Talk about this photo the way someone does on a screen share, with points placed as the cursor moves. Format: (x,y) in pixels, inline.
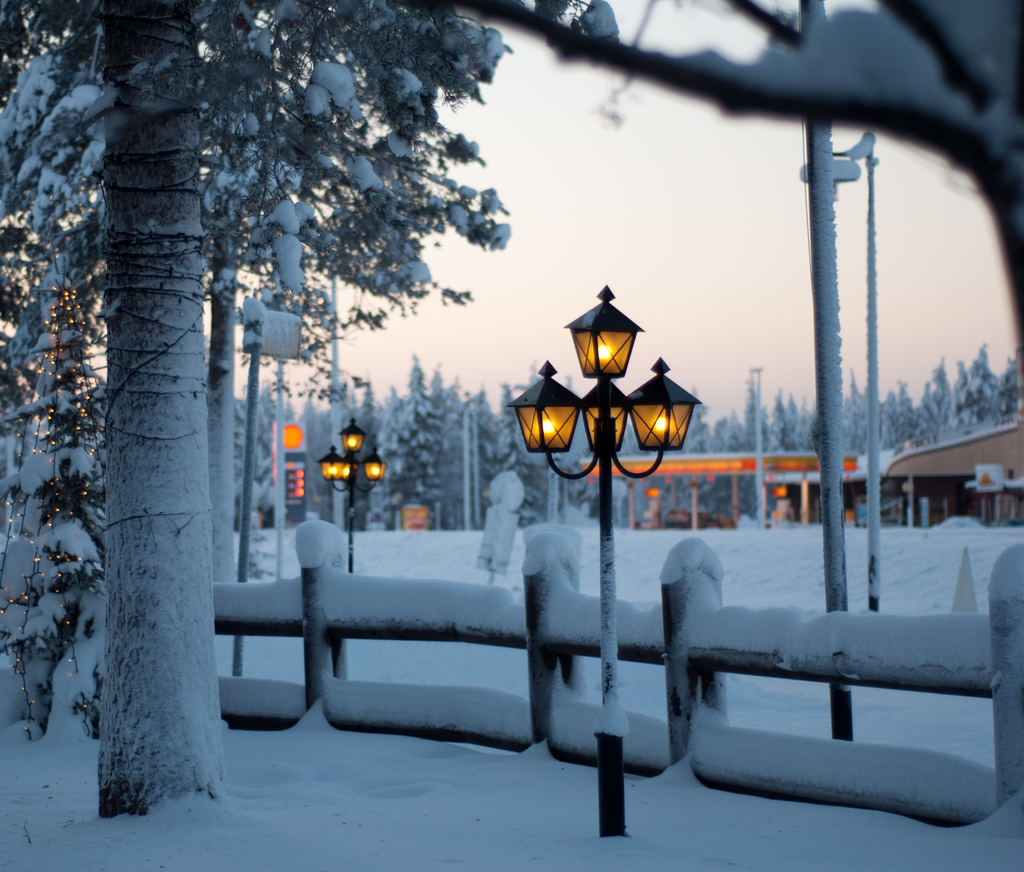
In this picture there are buildings (937,477) and trees (19,591) and there are lights poles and there is snow (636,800) on the trees (301,177) and buildings (1005,439). In the foreground (626,689) there is a railing (999,698). At the top (562,167) there is sky (536,167). At the bottom (447,780) there is snow (512,760).
